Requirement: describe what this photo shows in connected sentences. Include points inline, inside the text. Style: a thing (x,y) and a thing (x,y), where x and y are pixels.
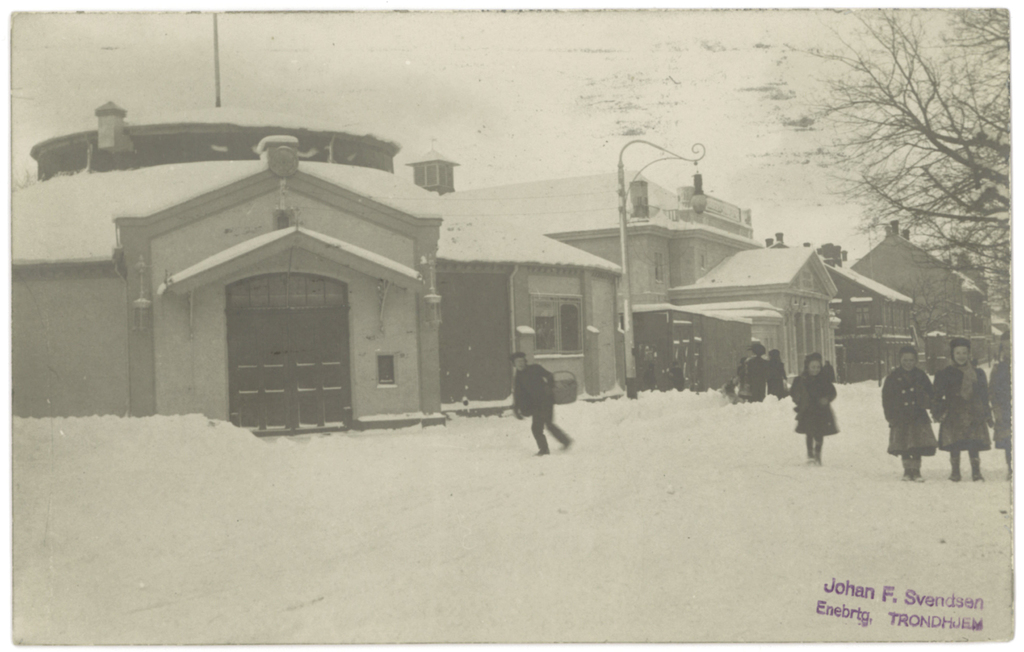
There is a group of persons (751,391) standing in the middle of this image (543,398) and there is a snow ground (337,502) at the bottom of this image (328,513) and there are some buildings (911,293) in the background (909,310).
